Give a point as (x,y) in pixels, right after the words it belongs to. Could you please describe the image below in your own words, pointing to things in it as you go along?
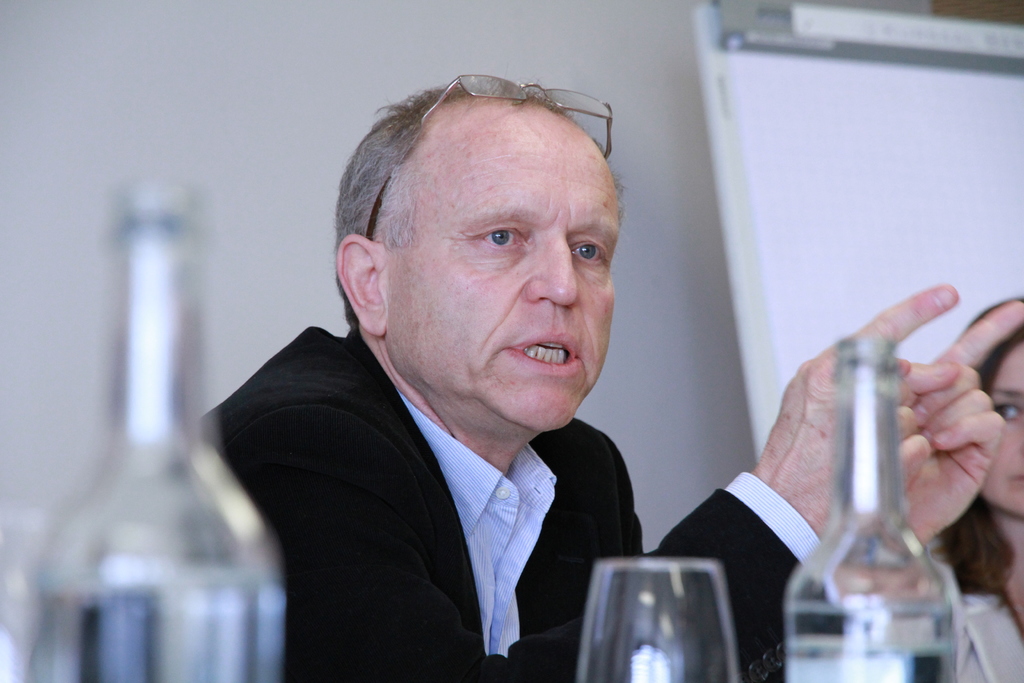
This image consists of a man (521,436) and a woman (978,611) on the right side (1001,458) bottom. In front of them there are bottles (238,571), glasses (636,632). Behind that woman (961,537) there is a whiteboard (911,242). That man (543,112) is wearing specs (607,152) and black color blazer (403,516).
